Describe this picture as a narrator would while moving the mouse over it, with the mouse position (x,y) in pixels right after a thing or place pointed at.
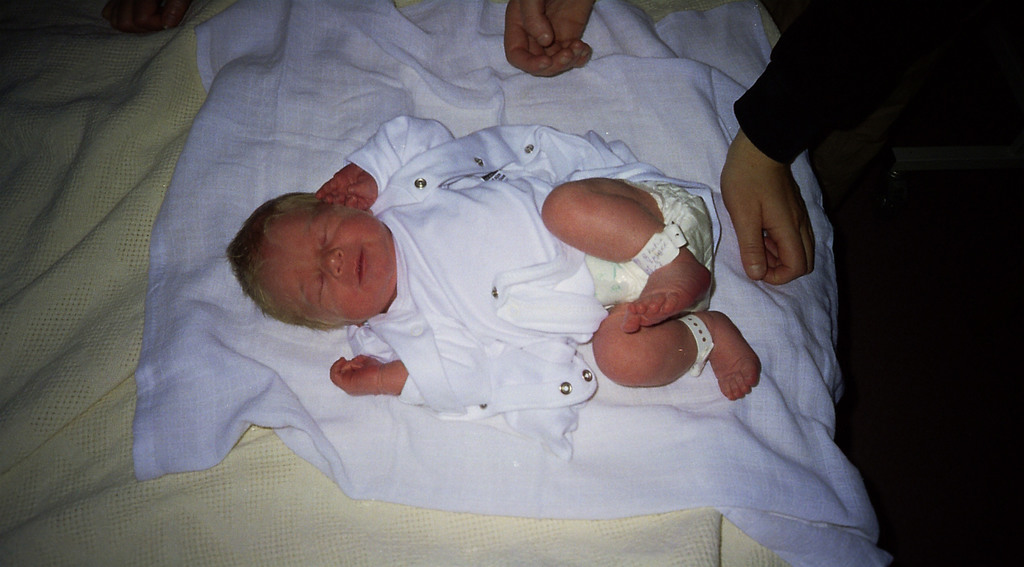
There is a kid (678,290) on the white color cloth (162,319). Here we can see hands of a person (795,86).
